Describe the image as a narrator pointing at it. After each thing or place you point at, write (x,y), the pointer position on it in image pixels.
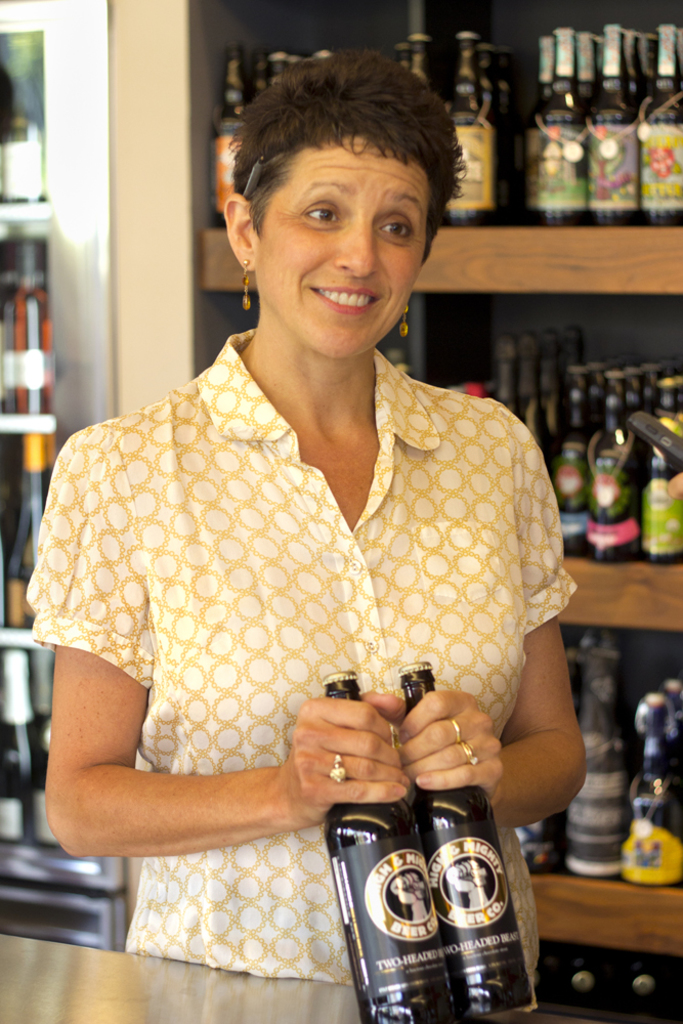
In this picture we can see a woman (384,145) standing and holding two beer bottles (363,857) in her hands (309,795), and in front (42,948) here is the table (94,952), and at the back side (51,340) there are many bottle (549,56) in the rack (599,662).
